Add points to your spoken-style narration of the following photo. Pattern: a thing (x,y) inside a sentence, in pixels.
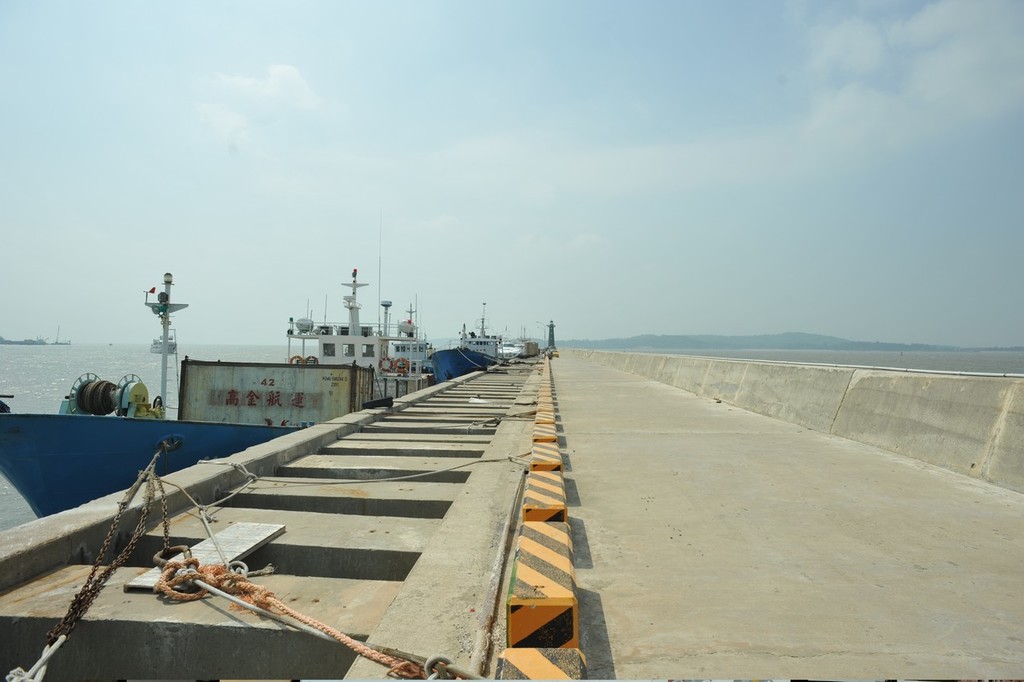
In this image we can see a dockyard (292,586) with ship (437,353) and road (696,515) with some bricks (559,490) and a sky (594,145).
